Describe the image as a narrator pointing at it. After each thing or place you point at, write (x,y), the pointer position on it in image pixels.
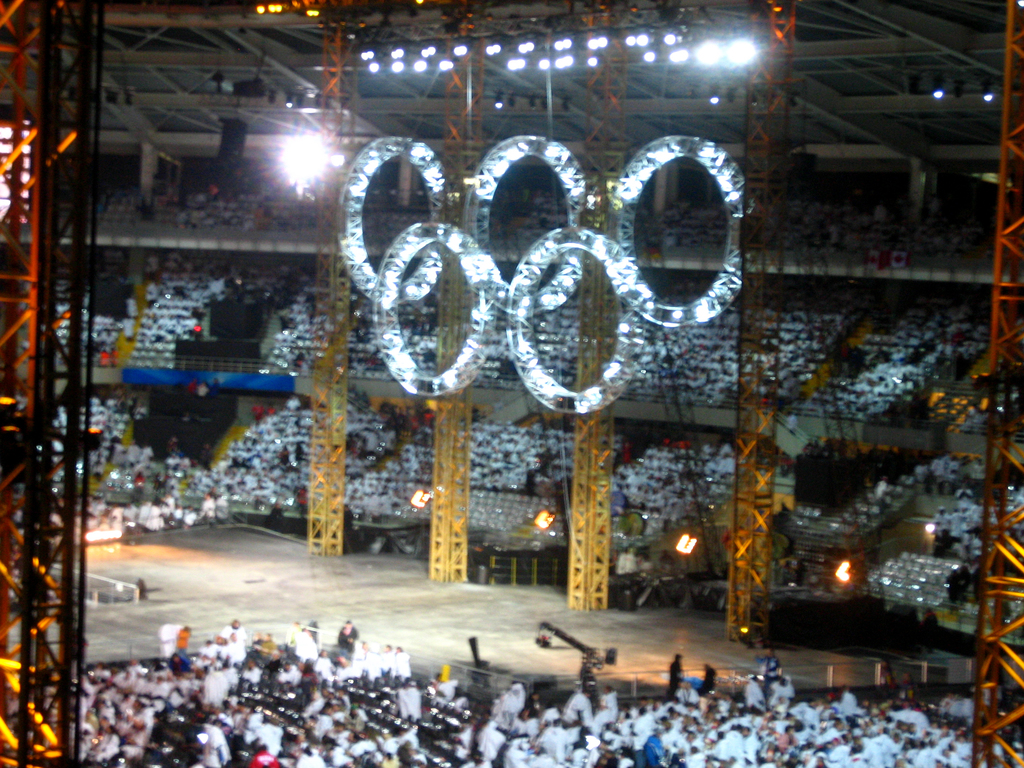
In this image there is an auditorium (249,277), in that there are people (95,726) sitting on chairs (368,337) and there are lights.
